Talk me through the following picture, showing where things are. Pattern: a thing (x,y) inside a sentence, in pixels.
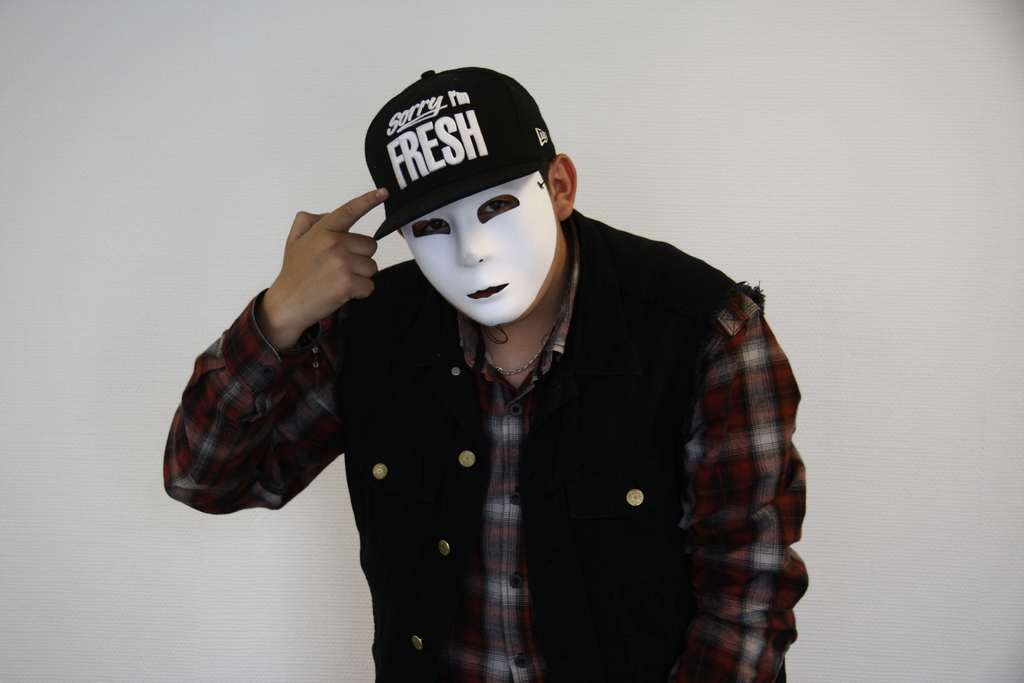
This image consists of a man (723,511) wearing a mask (448,272) along with a black jacket (546,419) and a cap (508,110). In the background (928,182), there is a wall (262,223).
